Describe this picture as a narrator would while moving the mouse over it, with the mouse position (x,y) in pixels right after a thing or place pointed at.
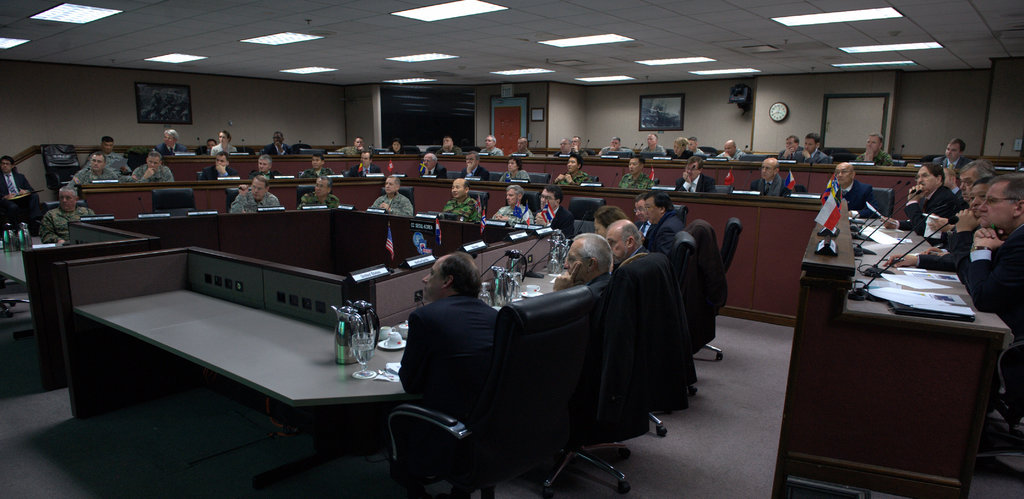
At the top (656,33) we can see ceiling (679,37) and lights (587,45). We can see frames (684,105), board (392,126) and a clock (782,114) over a wall (813,95). We can see all the persons (939,246) sitting on chairs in front of a tables (287,331) and on the tables (543,267) we can see jars (355,307), cups (389,327) and saucers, flags (833,193) and name boards (828,242). This is a floor (709,419).
